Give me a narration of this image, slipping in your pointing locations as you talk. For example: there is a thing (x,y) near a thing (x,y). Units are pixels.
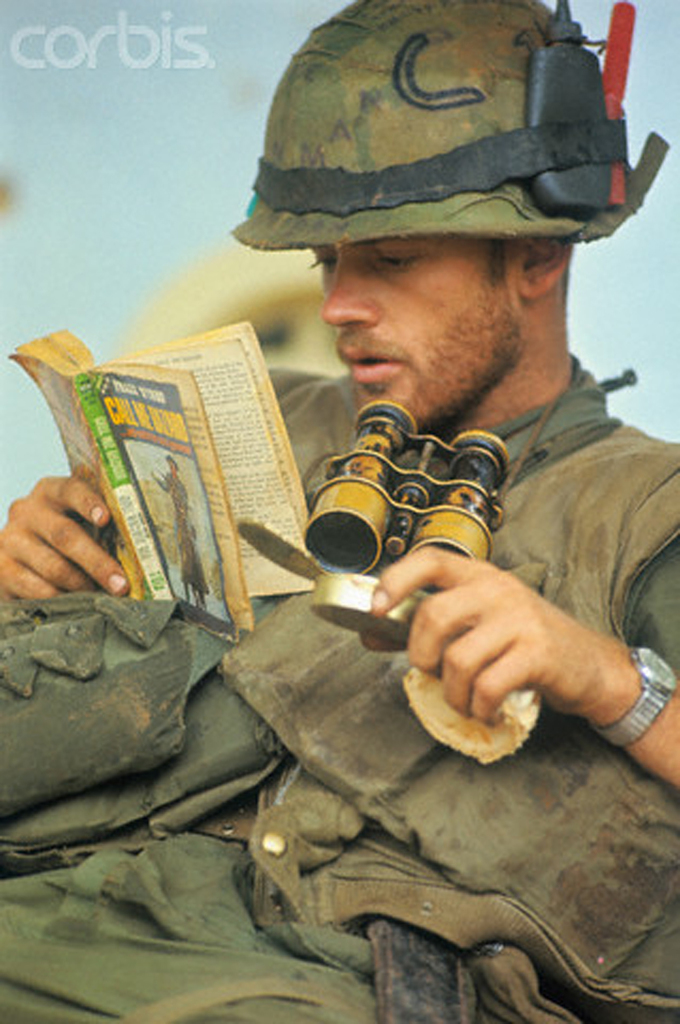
In this picture, we see a man (564,705) in the uniform (365,713) is sitting. He is wearing a helmet (417,84). He is holding the book (163,506) in one of his hands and in the other hand (484,701), he is holding a tin (412,602) and some other objects (490,735). In the background (88,301), it is in white and blue color. This picture is blurred in the background (132,271).
